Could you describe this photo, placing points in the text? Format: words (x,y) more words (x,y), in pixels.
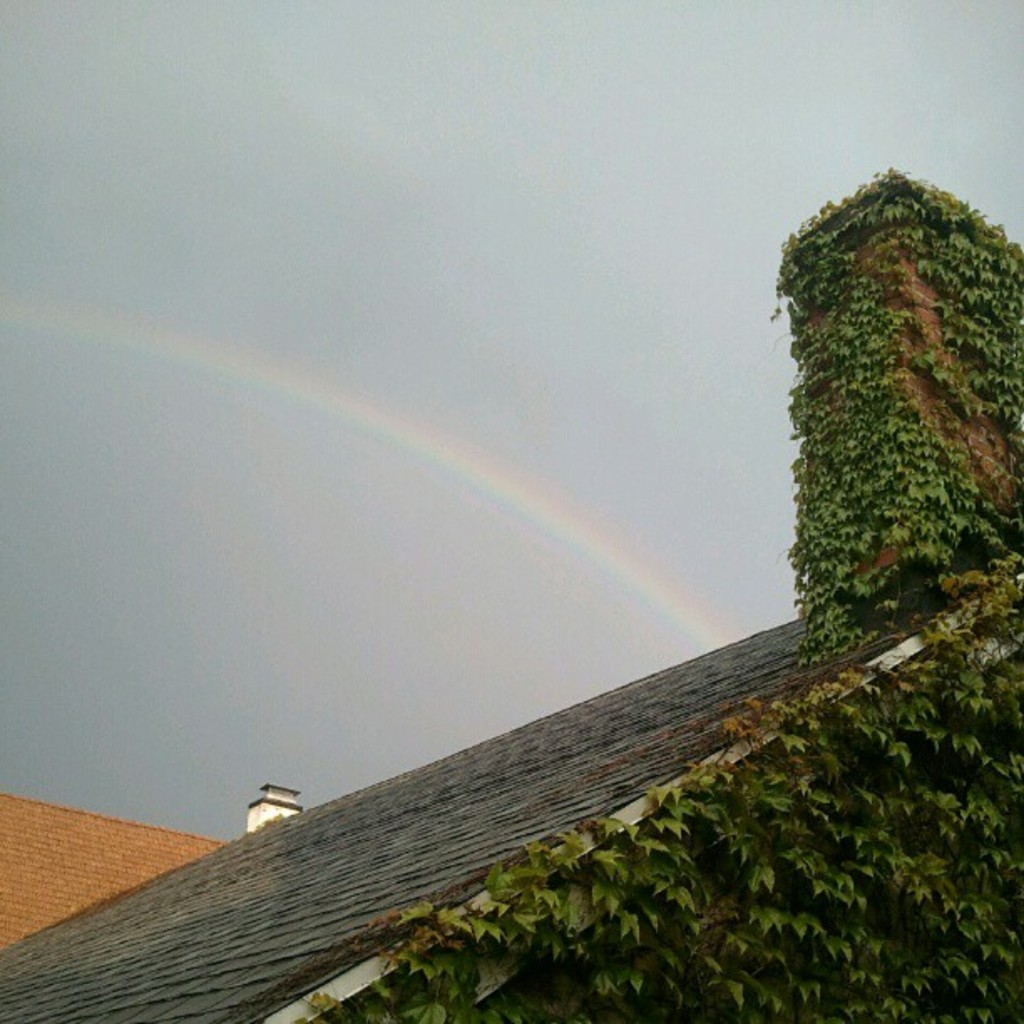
This looks like a building roof (213,888). I think these are the creepers (863,874). I can see a rainbow (693,619) in the sky (515,515).
